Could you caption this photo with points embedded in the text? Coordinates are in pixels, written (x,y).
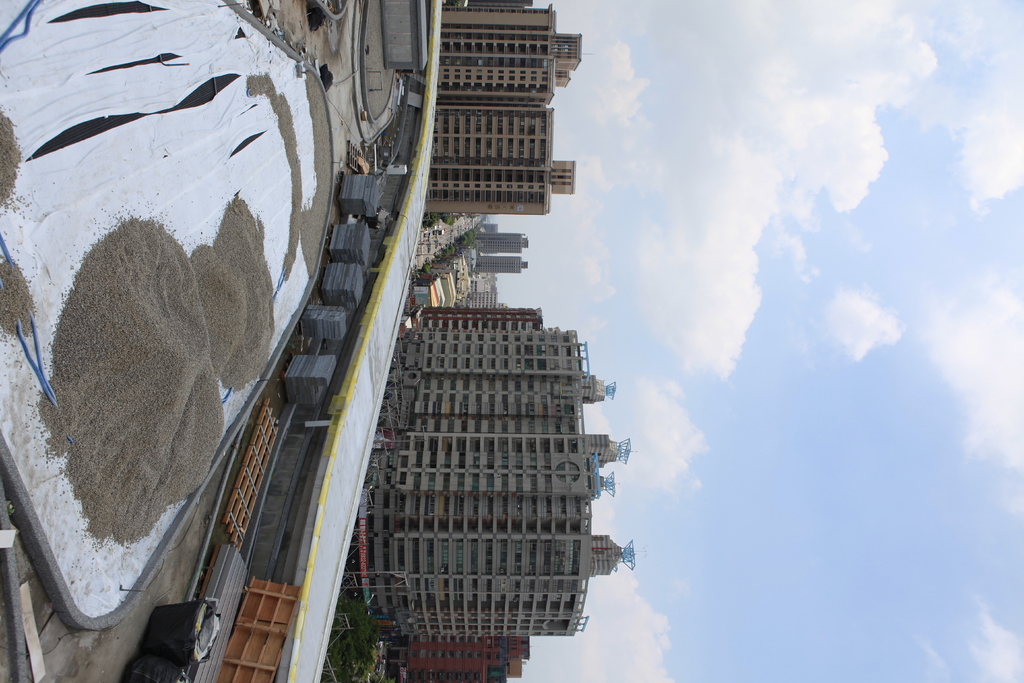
In this picture we can observe a heap (115,373) which is in brown color. We can observe a white color path (363,374) here. In the background (446,109) there are buildings (460,515) and trees (348,641). There is a sky (681,363) with some clouds (691,256).
